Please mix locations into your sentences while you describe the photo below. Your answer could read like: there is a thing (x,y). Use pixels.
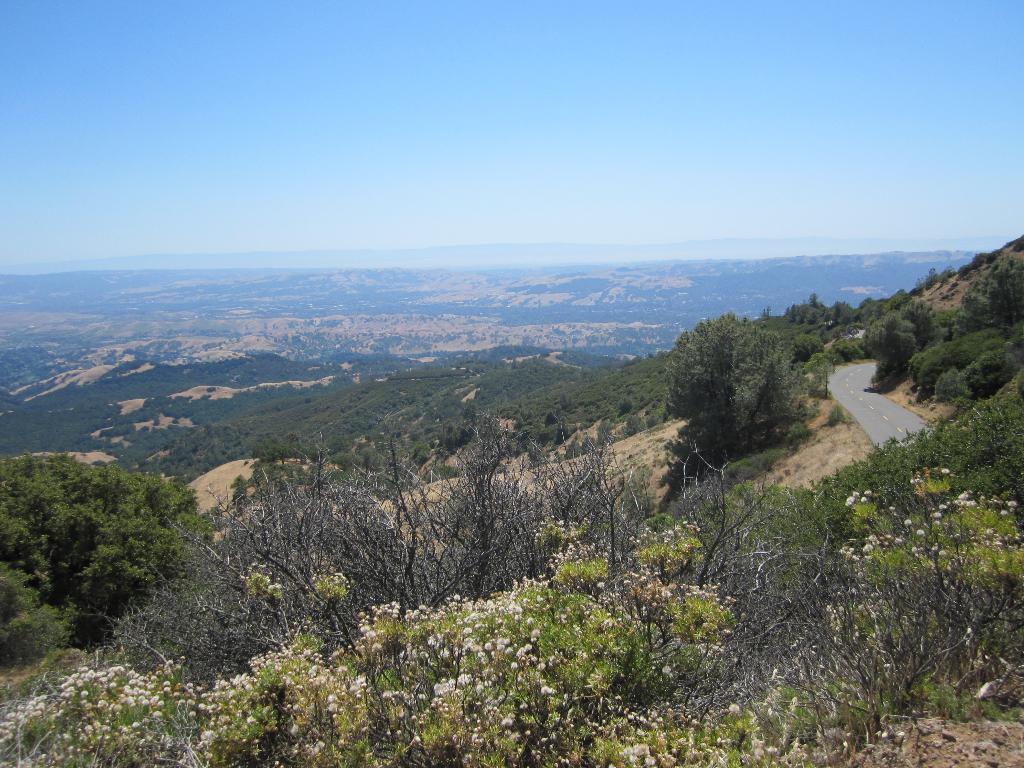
In this picture we can see the road (881,436), trees (729,378), mountains (445,436) and in the background (534,242) we can see the sky (517,137).
